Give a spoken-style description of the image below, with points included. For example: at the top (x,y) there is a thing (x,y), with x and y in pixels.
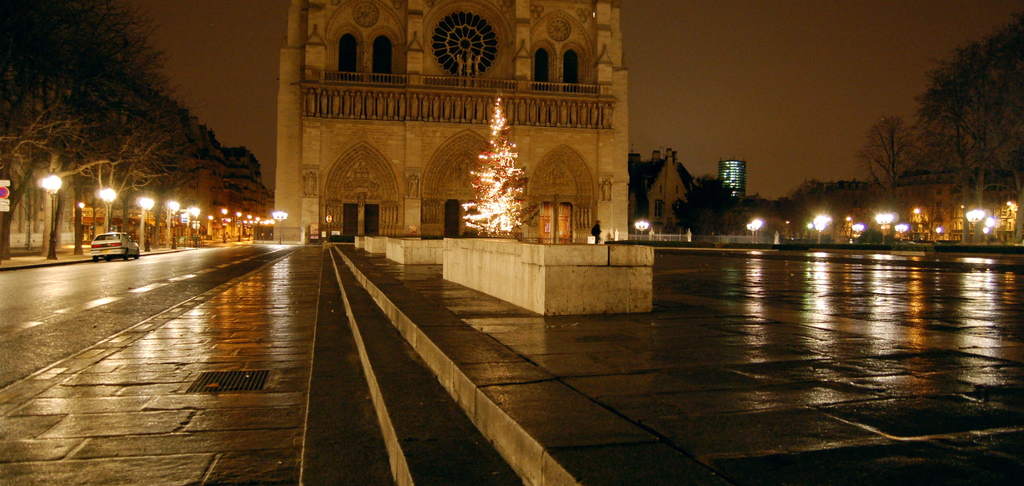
On the left side (139,282) there is a road (122,272) with a car (104,248) on that. Near to that there are light poles (52,216) and trees (135,171). There is a building (351,69) with windows (382,53), railings (368,72) and doors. In front of the building (458,171) there is a tree (490,184) with light decorations (500,189). On the right side (741,214) there are light poles (881,218), trees (786,227) and buildings (916,194). In the background (736,47) there is sky (266,47).
